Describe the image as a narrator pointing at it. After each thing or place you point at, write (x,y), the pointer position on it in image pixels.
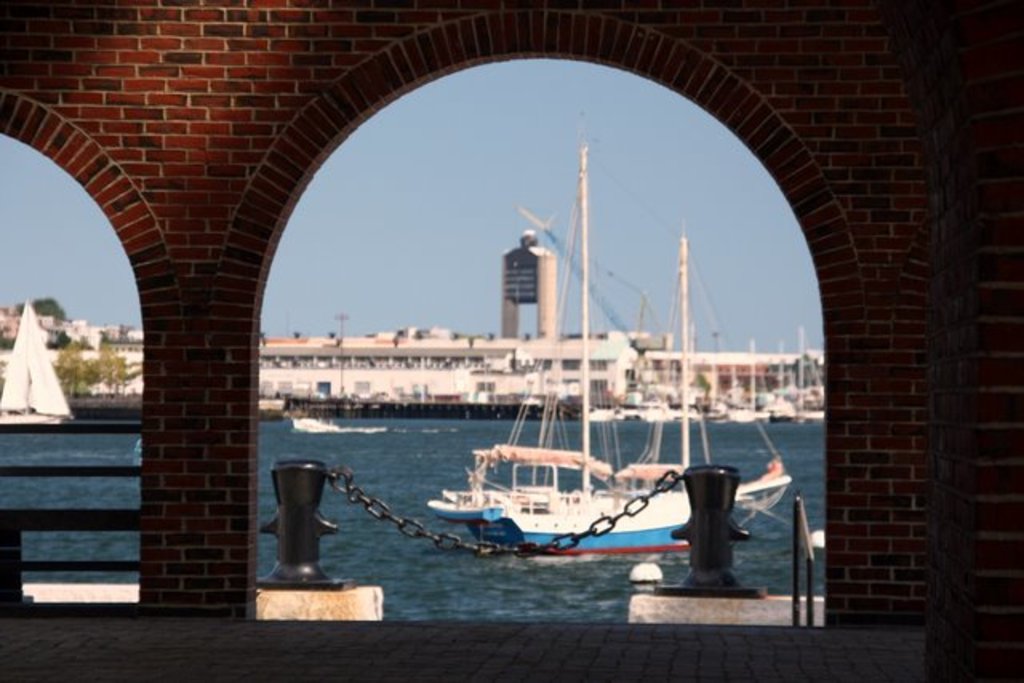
In this image I can see red color bricks wall (236,325) and I can see the lake (370,452) on the lake (370,452) I can see a ship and in the middle (457,376) I can see the building (407,356) and the sky (733,274).
